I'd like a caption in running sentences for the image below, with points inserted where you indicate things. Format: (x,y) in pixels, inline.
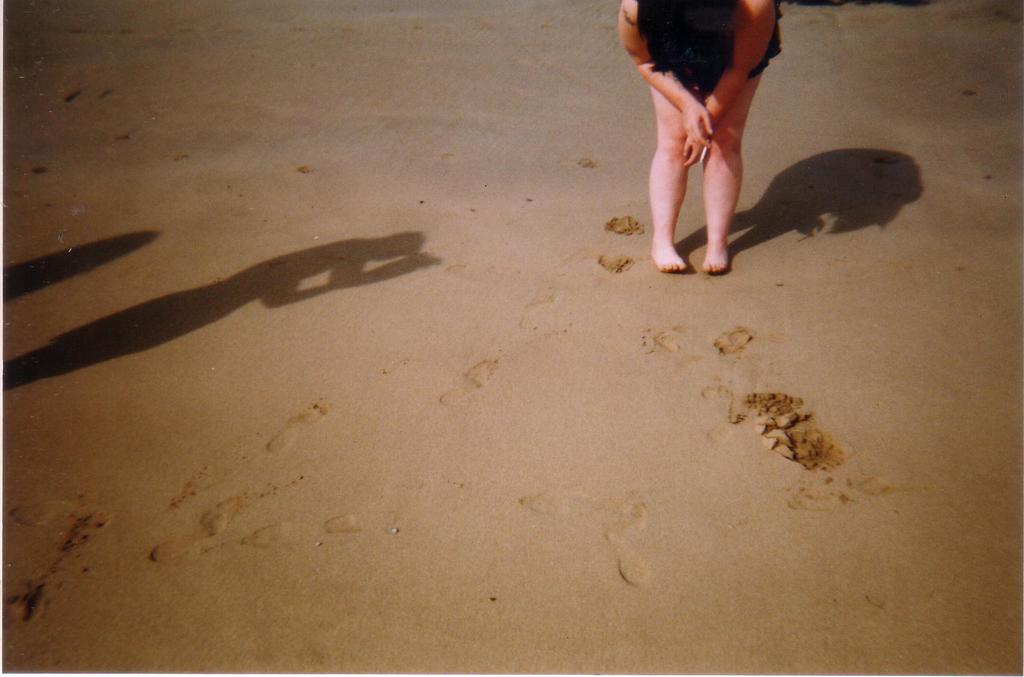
At the top of the image (707,188) we can see one person (667,125) is standing on the sand (640,149) and we can see her shadow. On the left side of the image (156,328), we can see shadows (206,319).
